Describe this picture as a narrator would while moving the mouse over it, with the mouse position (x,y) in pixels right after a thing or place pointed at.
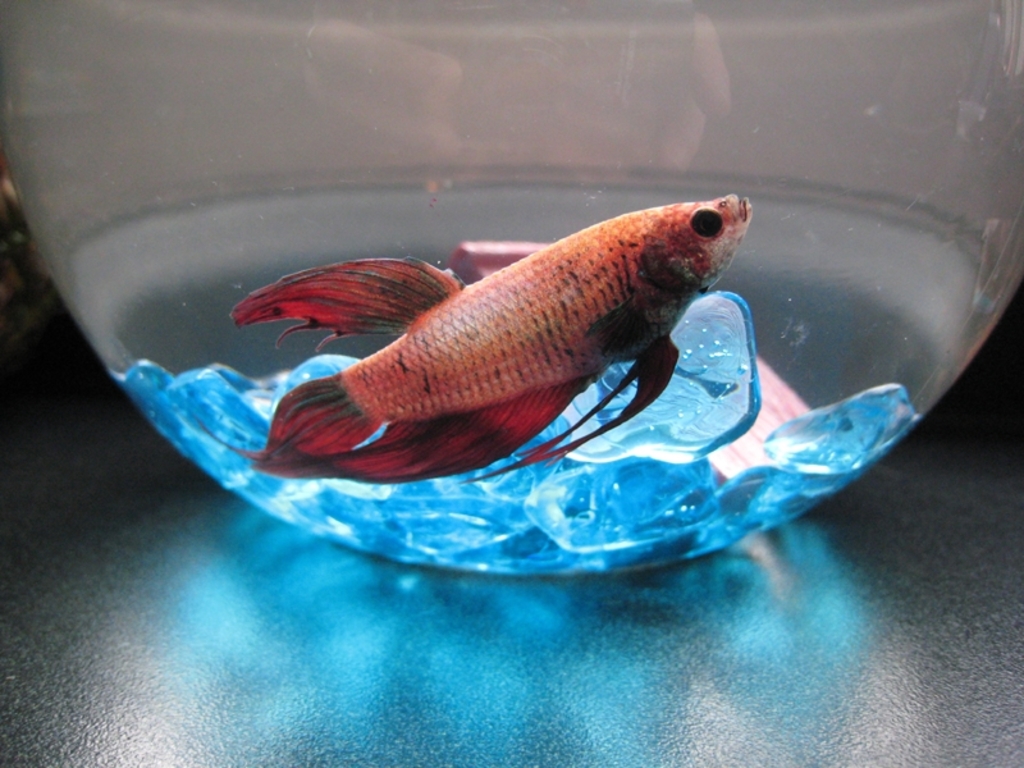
In this image I can see the black colored surface (845,655) and on the black colored surface (848,659) I can see a transparent glass bowl (742,57) and in the glass bowl (816,104) I can see a gold colored fish (587,248) and few blue colored objects (628,430).
